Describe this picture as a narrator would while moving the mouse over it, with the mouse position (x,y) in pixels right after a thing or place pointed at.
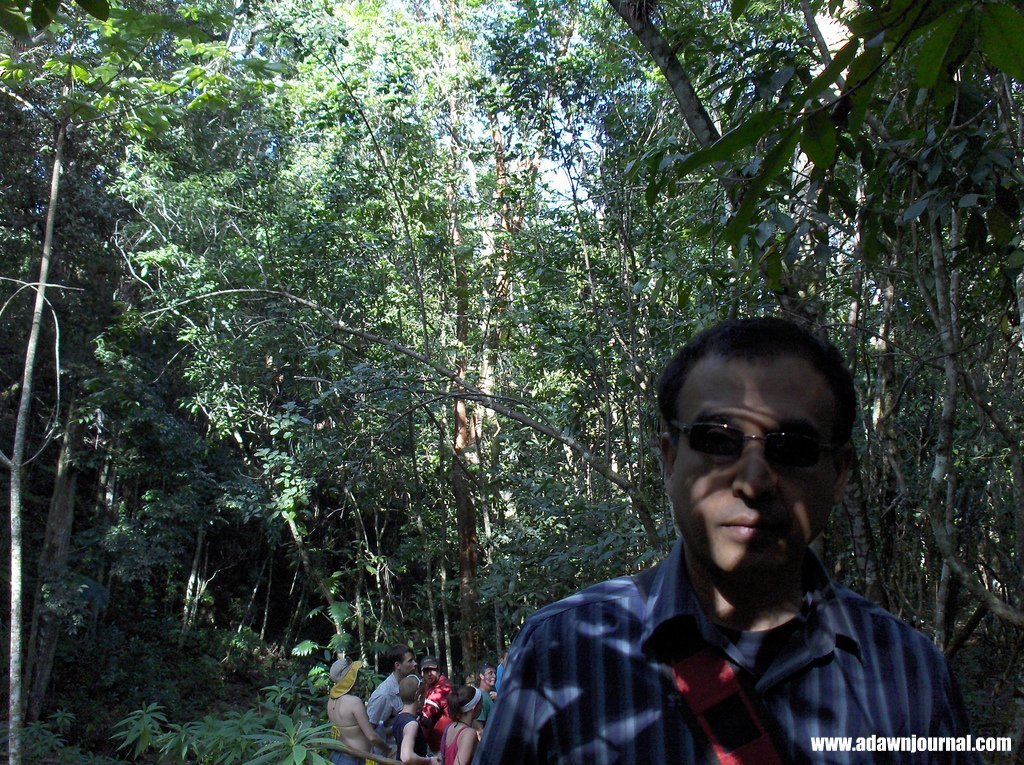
In this picture we can see a man (778,698) in the front (700,548), he wore spectacles (780,458), in the background (467,373) there are some trees (569,300), we can see some people (449,690) are standing at the bottom (416,690), at the right bottom (928,746) we can see some text (915,739), there is the sky (550,161) at the top of the picture (569,183).
